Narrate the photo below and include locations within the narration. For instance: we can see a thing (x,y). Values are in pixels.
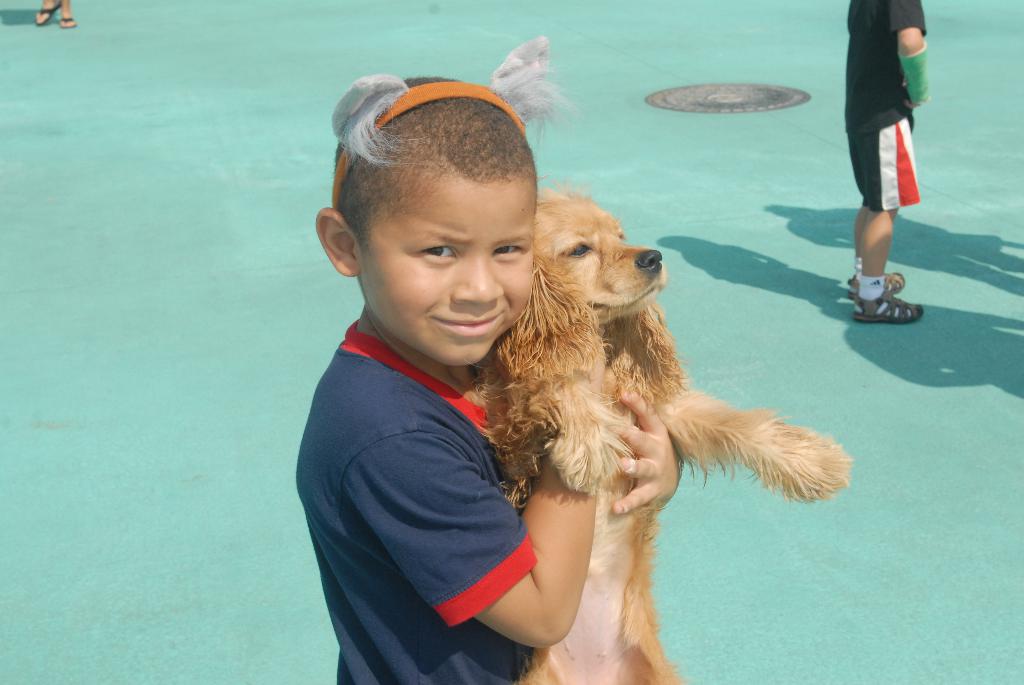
In this image I can see a person (451,338) holding dog (615,362). He is wearing blue and red color dress (362,478) and dog (564,333) is in brown color. Back I can see a person (870,140) standing and floor (185,387) is in green color.
